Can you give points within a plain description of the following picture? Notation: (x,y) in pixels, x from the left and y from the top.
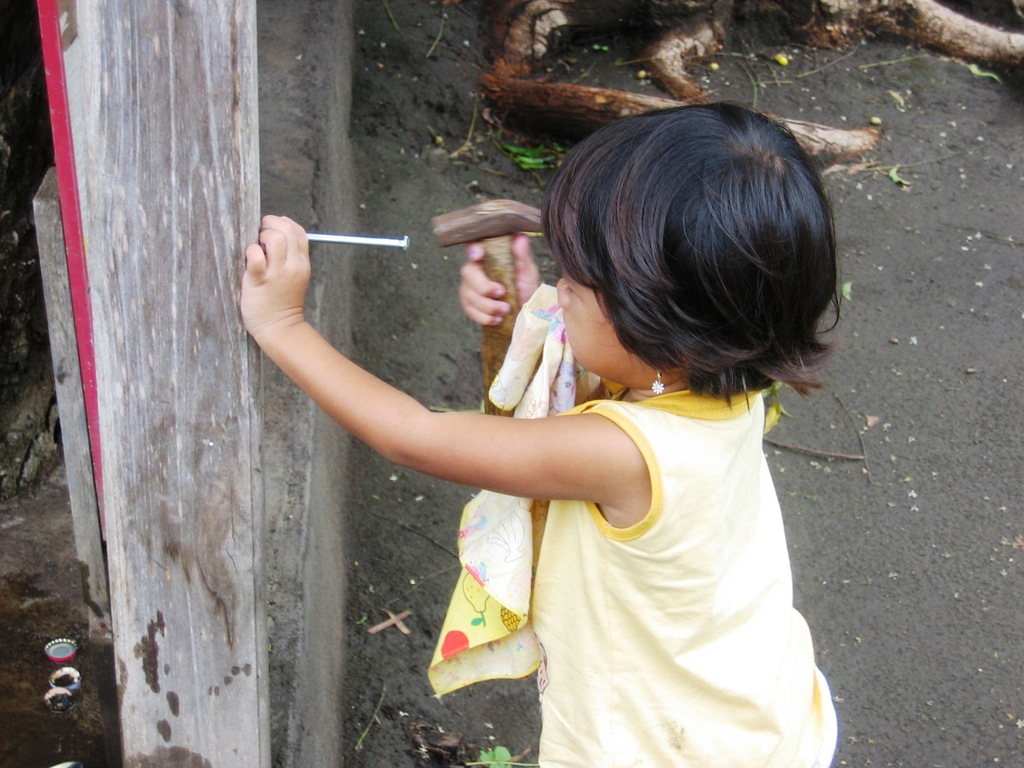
In this image there is a girl (694,566) standing on a ground (813,602). She is holding a hammer (494,261) in her hand (481,271). In the other hand (290,236) she is holding a nail (337,236). In front of her there is a wall (199,161).
